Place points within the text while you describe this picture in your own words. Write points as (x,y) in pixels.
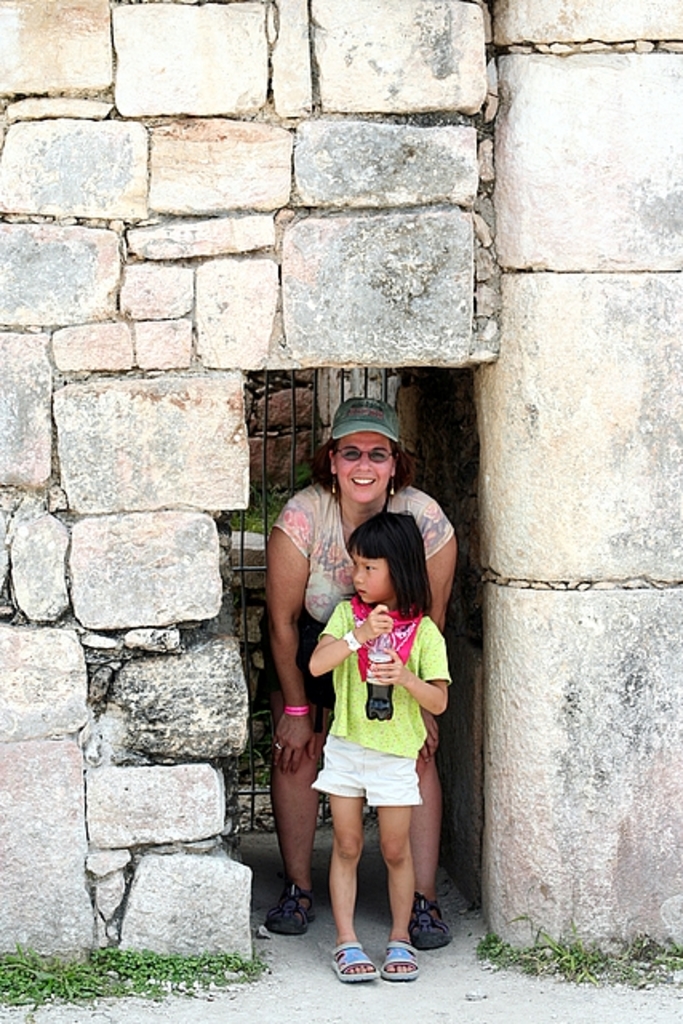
In the image we can see a woman (367,450) and a child (337,645). They are wearing clothes (350,570) and the woman (297,556) is wearing a cap (340,431), spectacles (378,450), earrings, finger ring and shoes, and the child (320,653) is holding the bottle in the hands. Here we can see the stone wall (113,310), fence (285,403) and the grass (40,973).
